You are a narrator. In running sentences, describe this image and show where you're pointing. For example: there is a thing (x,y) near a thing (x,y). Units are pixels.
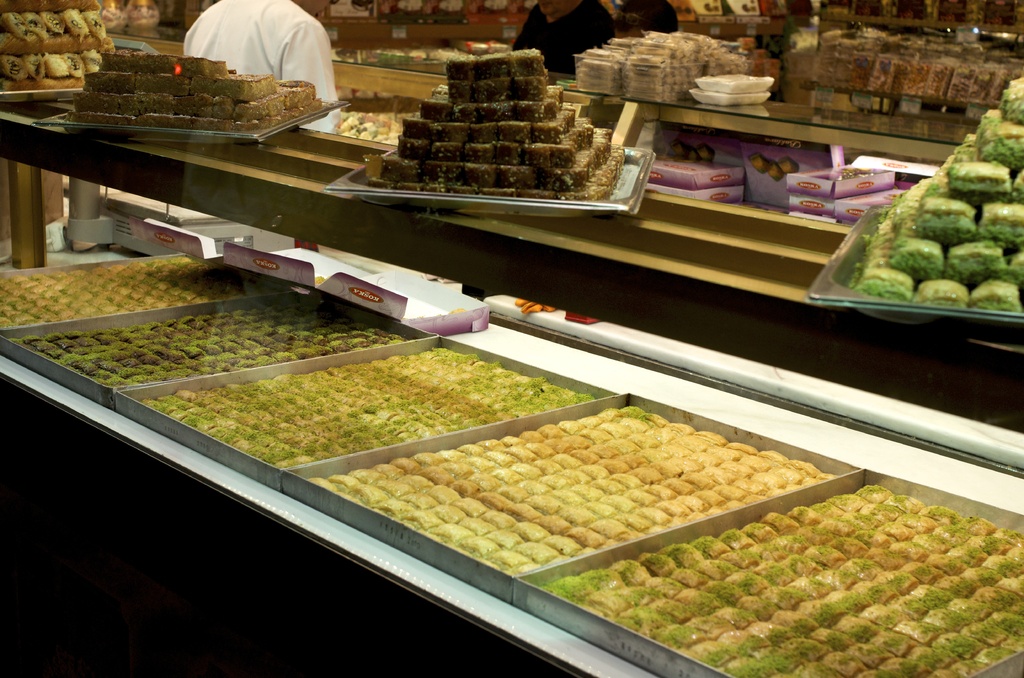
In this image, we can see a table (310,174), on the table (196,361), we can see a tray (231,377) with some sweets (462,478). On the left side (303,34), we can also see a man (249,63) is standing behind the tray (200,133), on the tray (185,82), we can also see some sweets (171,81). In the background (723,131), we can see some tables (916,147) with tray (1023,241), sweets (883,234) and a person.
